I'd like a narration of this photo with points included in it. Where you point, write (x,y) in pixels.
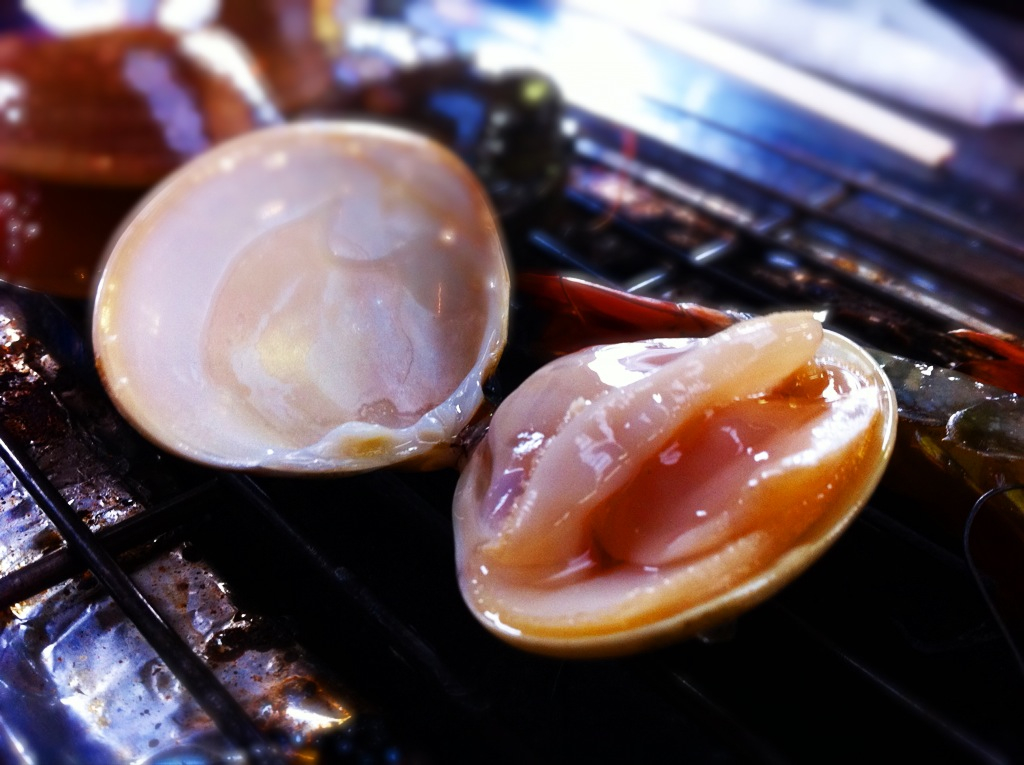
In this image we can see shellfish (637,498) on the grill (429,559).
